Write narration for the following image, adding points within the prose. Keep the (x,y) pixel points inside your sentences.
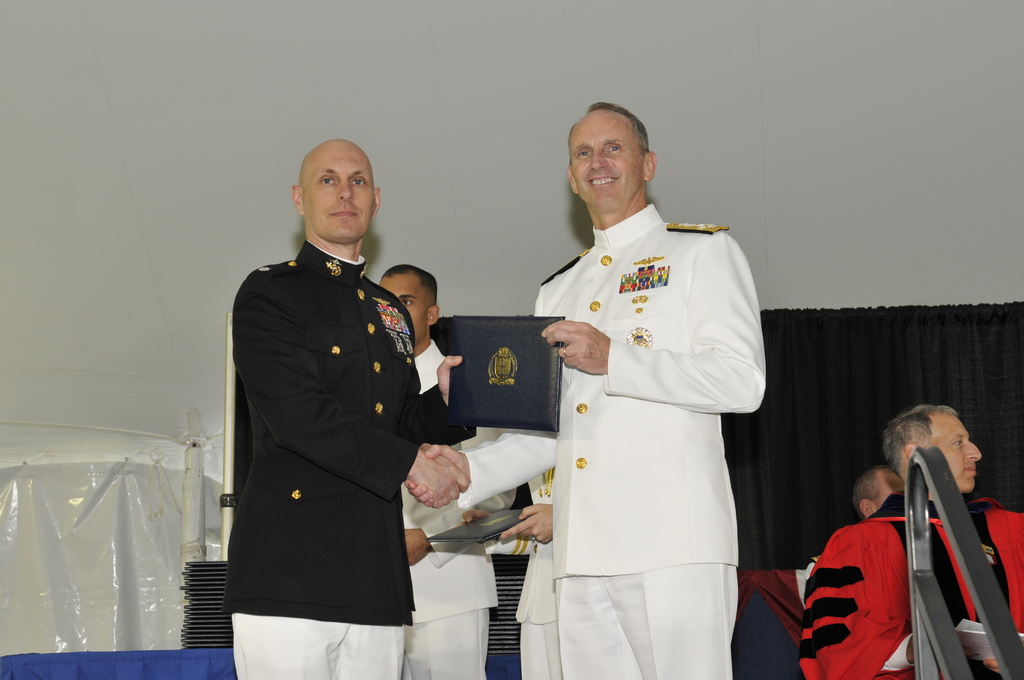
In this image, I can see four people (342,433) standing. Among them two people (403,455) are hand shaking and holding a file (473,406) in their hands (442,462). On the right side of the image (850,536), I can see two people (856,564) sitting. This looks like a curtain (887,346) hanging. I think this is the wall (516,115), which is white in color. At the bottom of the image (123,657), It looks like a table (158,677) with few objects (199,637) on it.
